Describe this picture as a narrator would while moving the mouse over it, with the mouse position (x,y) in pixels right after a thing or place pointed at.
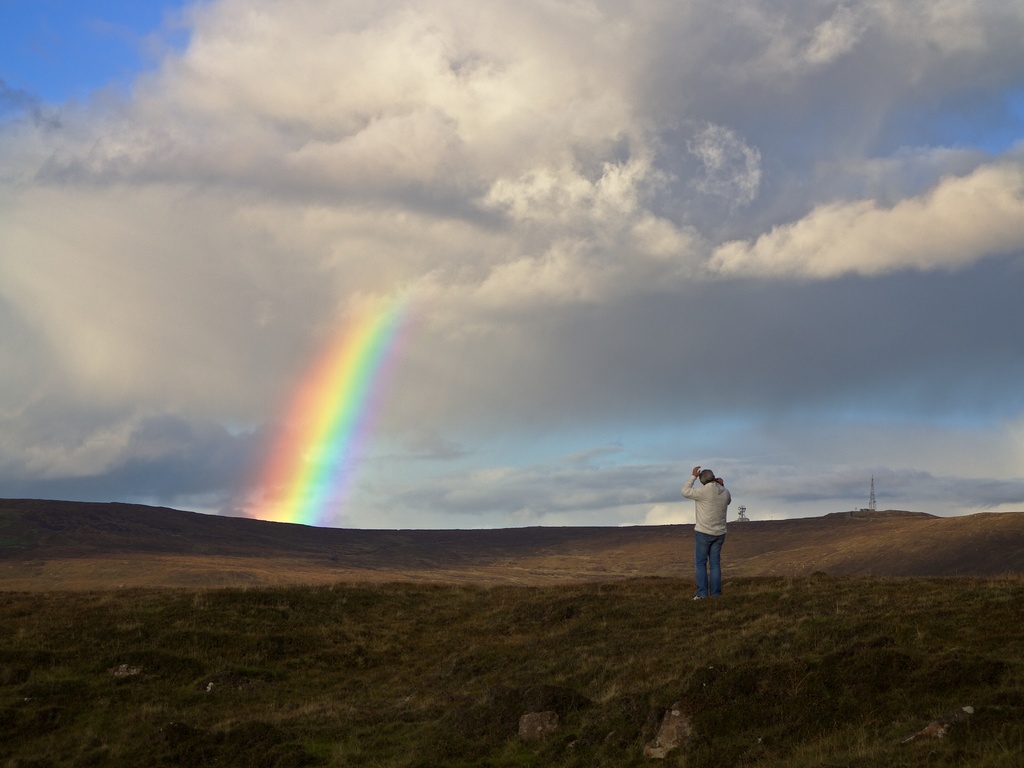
In this image there is a man (705,502) standing, there is ground (197,671) towards the bottom of the image (496,668), there is grass (558,656) on the ground (498,661), there is a tower (872,504), there is the sky (501,193) towards the top of the image (382,160), there are clouds (412,172) in the sky (485,328), there is a rainbow (313,405).
